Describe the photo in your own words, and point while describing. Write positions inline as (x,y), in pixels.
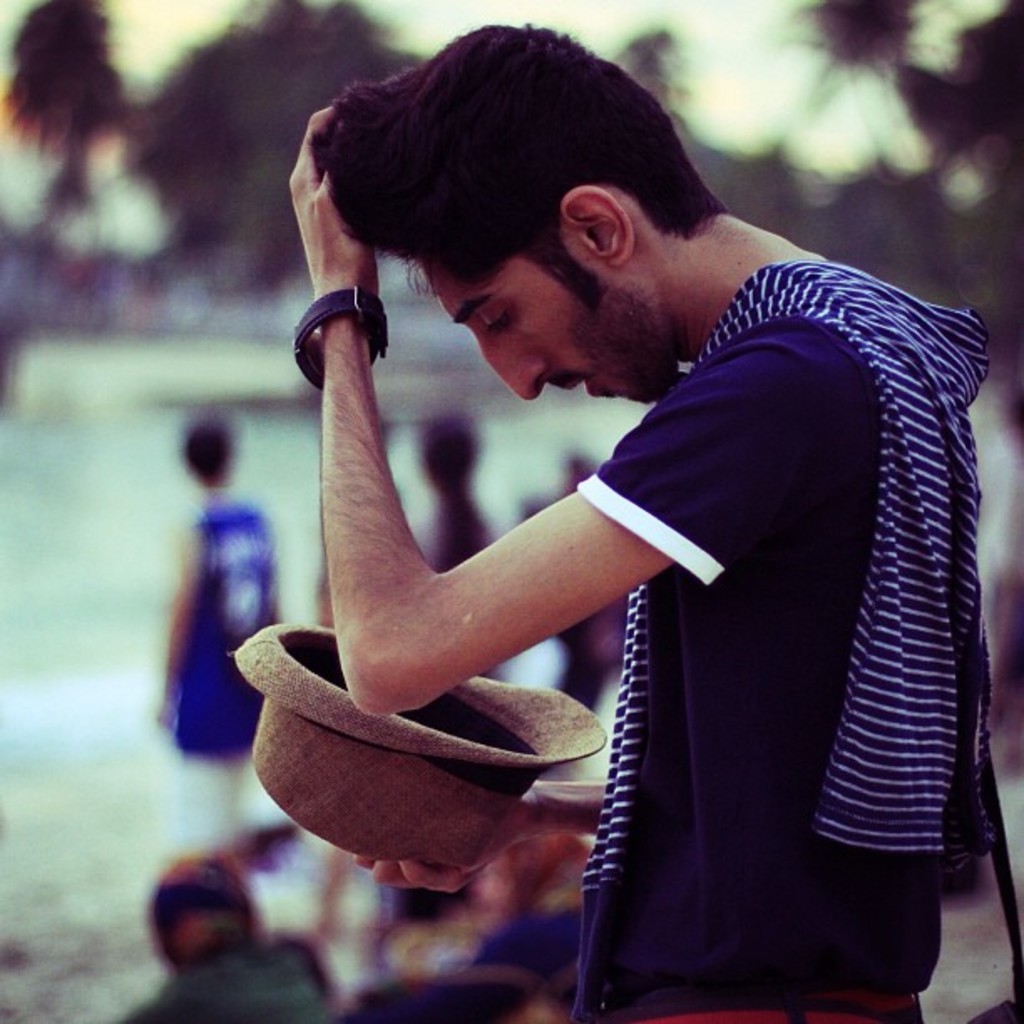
In this image there is a man (662,662) standing and holding a hat (355,759), beside him there are so many people (436,955) standing and trees (999,171).
